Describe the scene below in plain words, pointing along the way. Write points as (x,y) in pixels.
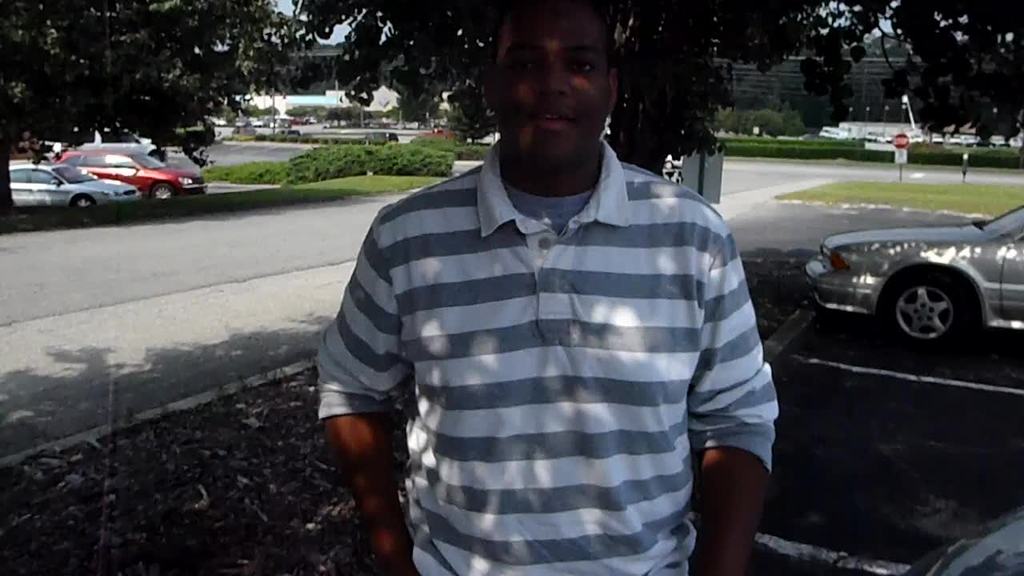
In this image in the front (515,345) there is a man (515,345) standing. In the background (391,173) there are plants (321,161), there are cars (151,175), there is grass (803,201) on the ground (802,201), and there are boards (896,151) and there are buildings (326,99).
